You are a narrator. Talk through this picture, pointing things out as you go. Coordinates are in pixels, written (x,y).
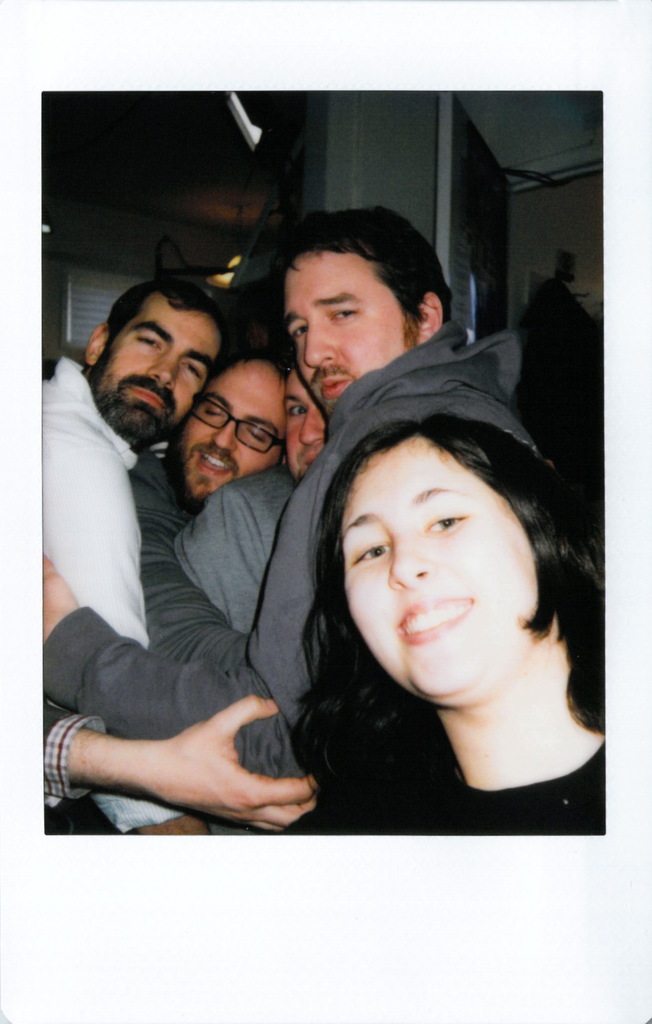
In this image we can see a group of people (407,438) standing. One person (259,448) is wearing spectacles (243,423). One woman (406,789) is wearing black dress (473,799). In the background (79,317), we can see some lights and a window (87,316).
